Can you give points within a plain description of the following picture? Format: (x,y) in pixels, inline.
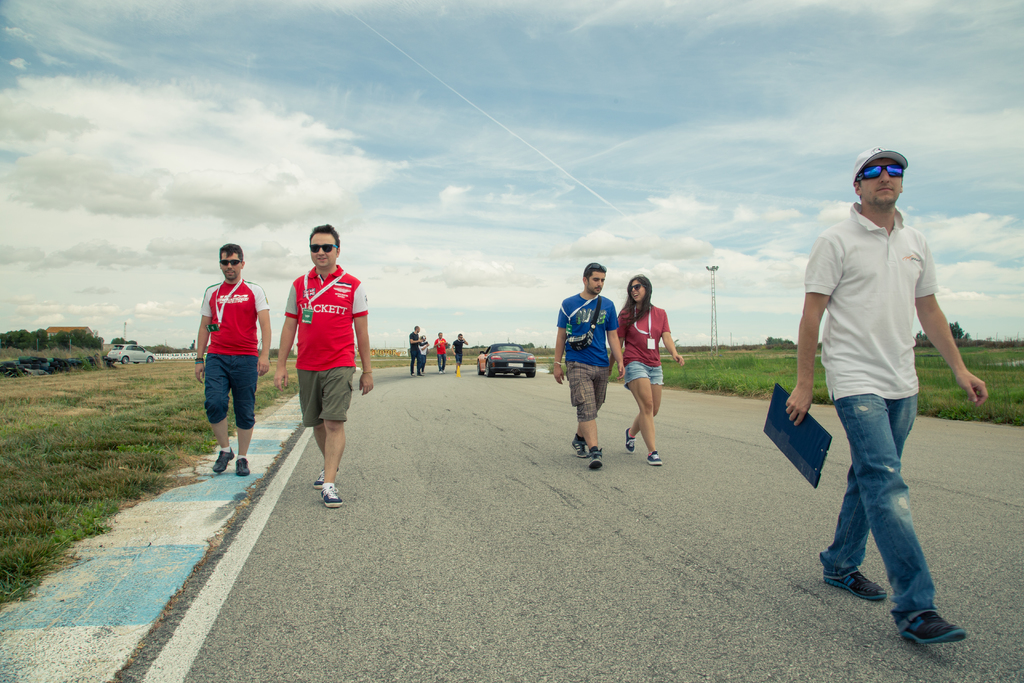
In this picture we can see a group of people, car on the road (643,542), some people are wearing id cards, one person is wearing a camera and another person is holding a book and in the background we can see trees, grass (135,433), houses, vehicle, electric poles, sky (739,131).
